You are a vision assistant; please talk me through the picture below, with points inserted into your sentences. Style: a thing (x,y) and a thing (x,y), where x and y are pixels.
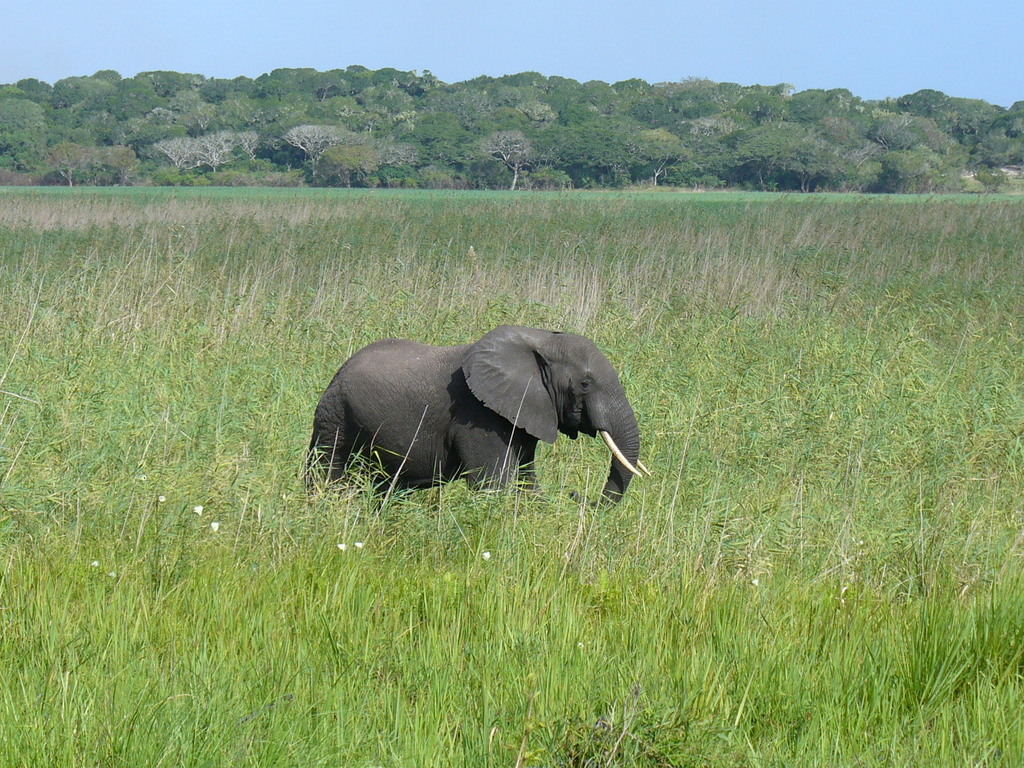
In the middle of the image (483,378), there is an elephant (422,387) in gray color on the ground (359,484), on which there is grass (755,304). In the background (1004,115), there are trees (461,143) on a mountain (994,133) and there is blue sky (470,23).
